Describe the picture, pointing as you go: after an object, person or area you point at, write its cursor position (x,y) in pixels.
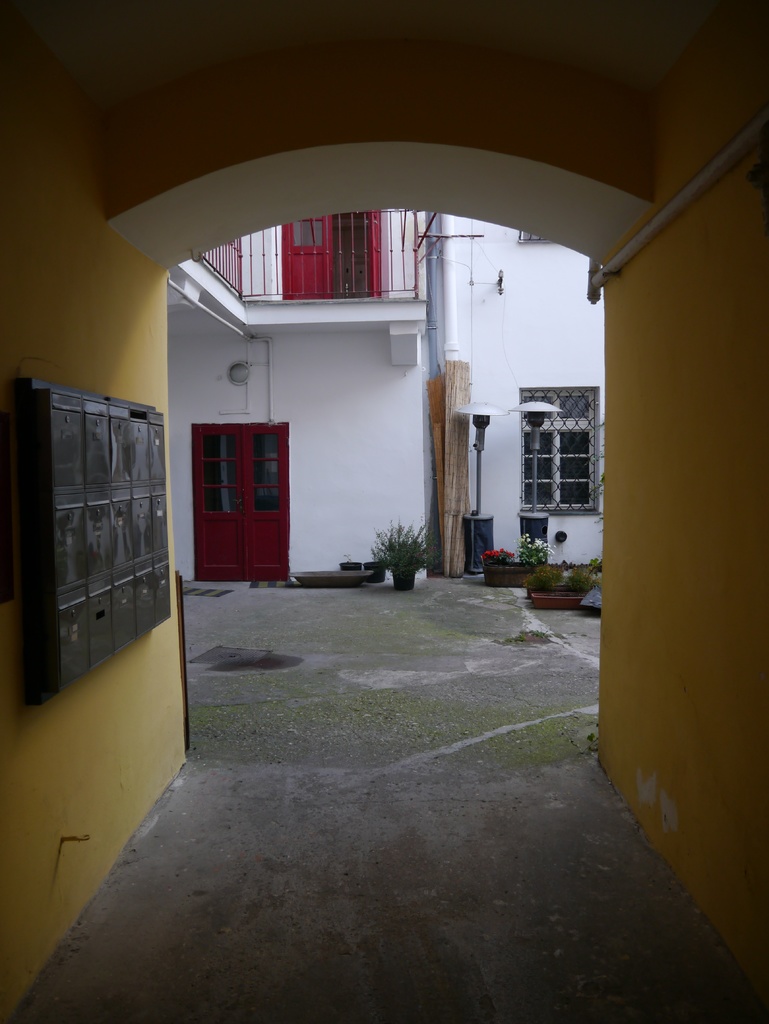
On the left side of the image (112,469) there are post boxes (65,532) on the wall (62,710). From the entrance (358,817) we can see a door (229,524), a window (571,441), lamps (541,419) and a few flower pots (506,569) on the surface (525,596). Above the door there is another door (373,240) with metal fence (322,269). There are pipes (434,510).
